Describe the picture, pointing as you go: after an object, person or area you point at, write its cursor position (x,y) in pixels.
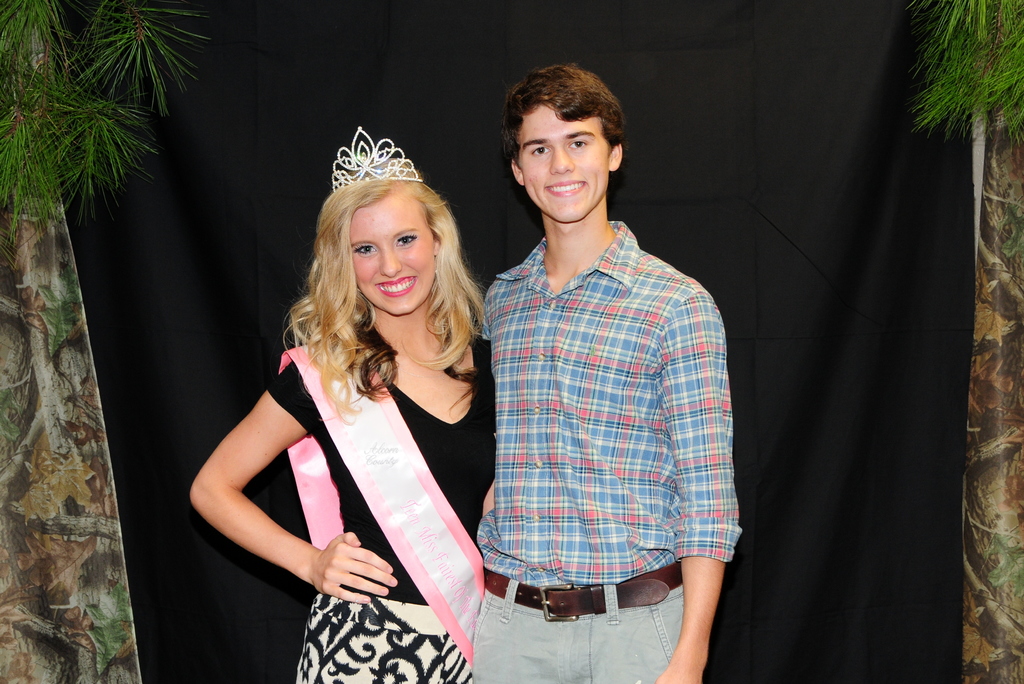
In this image there are two persons (529,467) standing in the middle of this image (485,379) and the person (399,375) standing on the left side of this image (325,353) is wearing a crown (361,166). There is a black color cloth (301,116) in the background (730,144). There is an another cloth (69,386) on the left side of this image (47,264) and on the right side of this image (991,230) as well.
